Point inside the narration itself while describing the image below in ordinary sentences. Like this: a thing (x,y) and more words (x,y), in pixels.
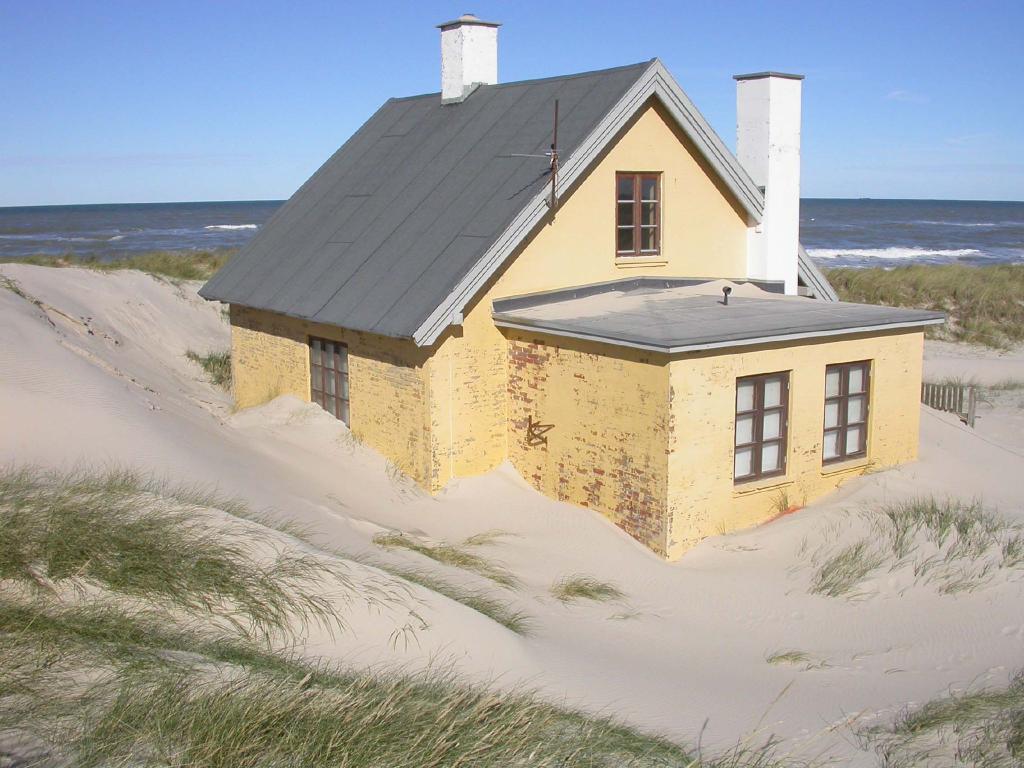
In the image there is a house (795,237) and it is surrounded with a lot of sand (391,516) and green grass (244,612). Behind the house (470,136) there is a sea (958,225).
